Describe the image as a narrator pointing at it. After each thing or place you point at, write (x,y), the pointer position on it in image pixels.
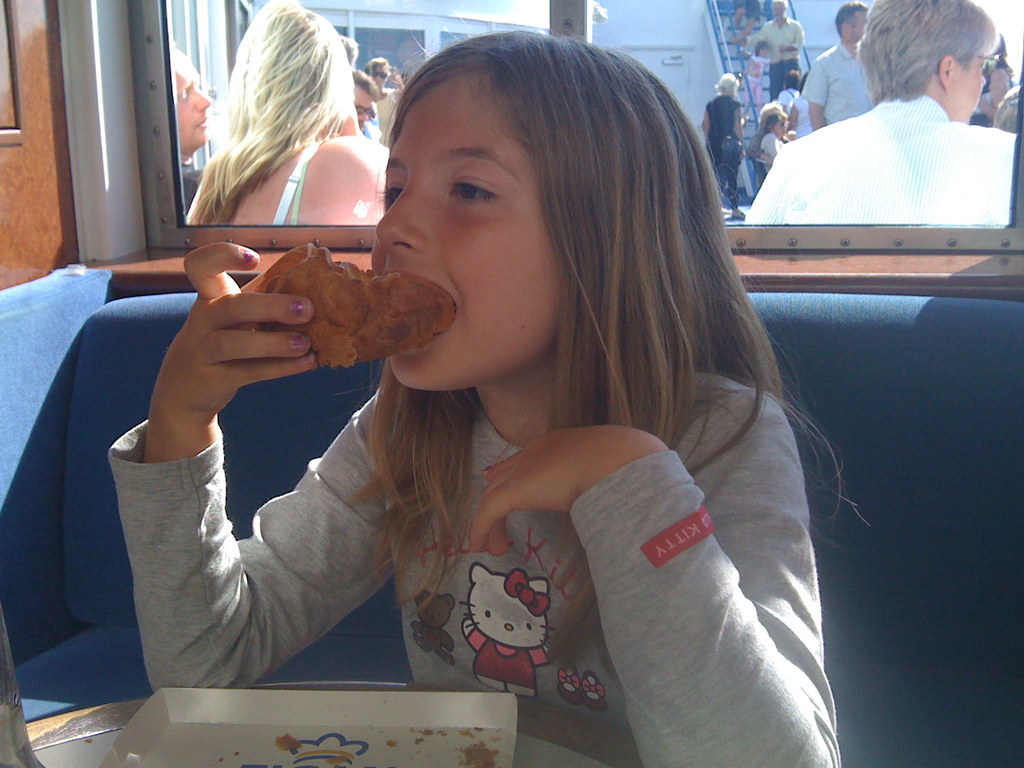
This picture is taken inside the room (696,317). In this image, in the middle (621,283), we can see a girl (644,387) sitting on the couch (894,636) and some food item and she is also eating it. The girl (500,584) is sitting in front of the table (351,684), on the table (110,711), we can see a box (136,748). In the background (344,95), we can see a glass window (158,105), outside of the glass window (372,52), we can see a group of people (846,107), building (187,40), staircase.
